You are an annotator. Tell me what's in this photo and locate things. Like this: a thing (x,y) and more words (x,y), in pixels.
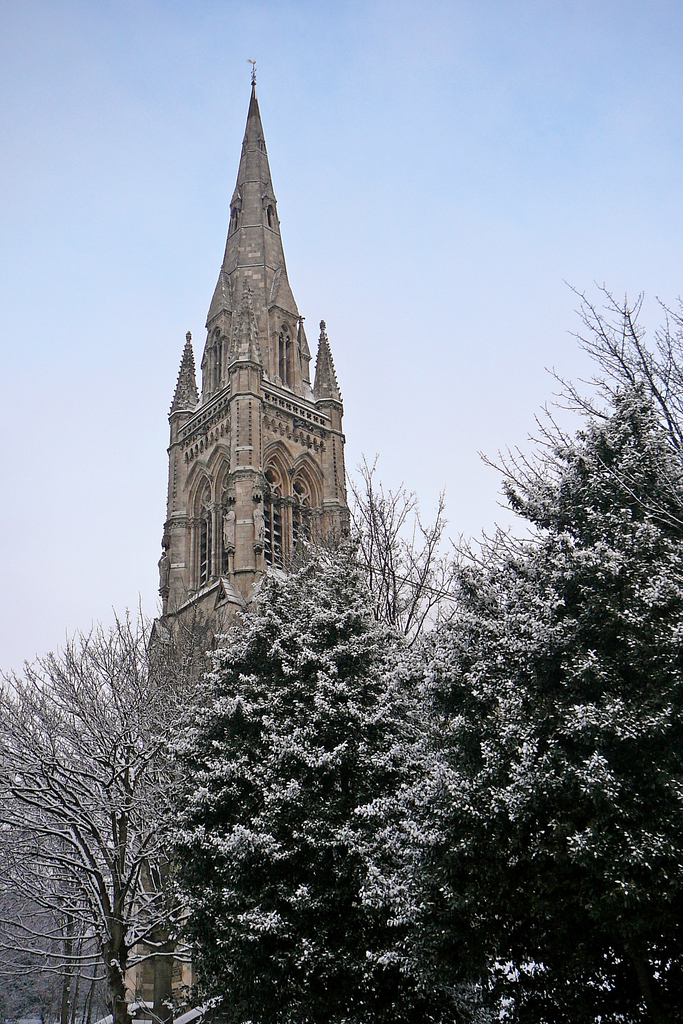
There are trees (299,773). In the back (219,427) there is a building (215,454) with windows (294,513). In the background (457,242) there is sky (245,117).
